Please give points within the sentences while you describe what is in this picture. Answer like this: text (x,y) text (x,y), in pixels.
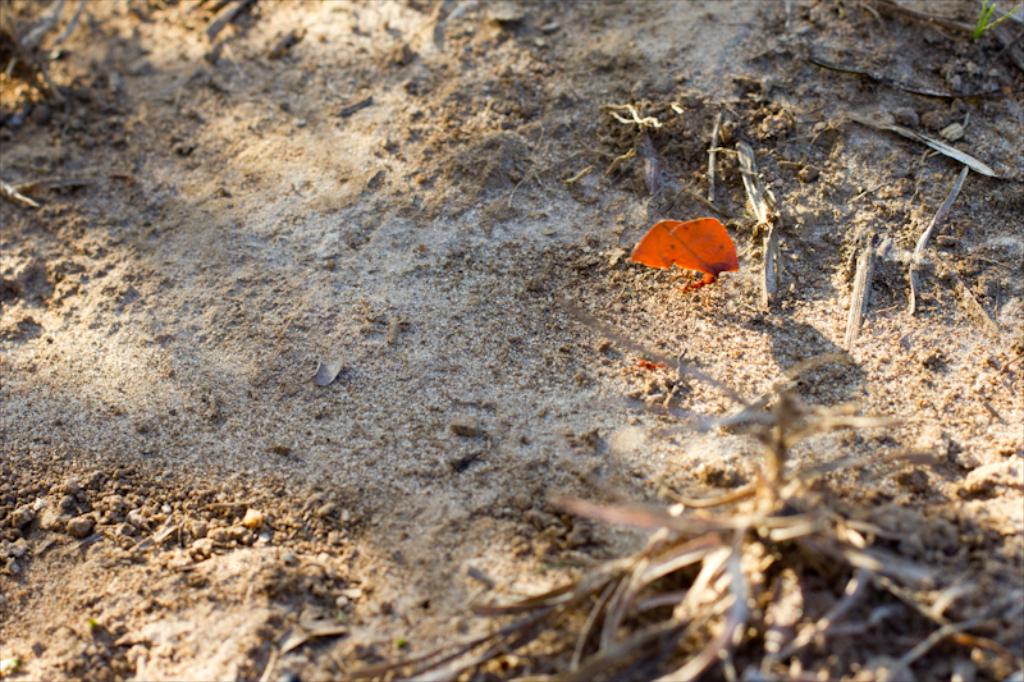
In the center of the image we can see one objects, which is in orange color. And we can see sticks (776,540), small stones (201,544) and a few other objects (811,425).
